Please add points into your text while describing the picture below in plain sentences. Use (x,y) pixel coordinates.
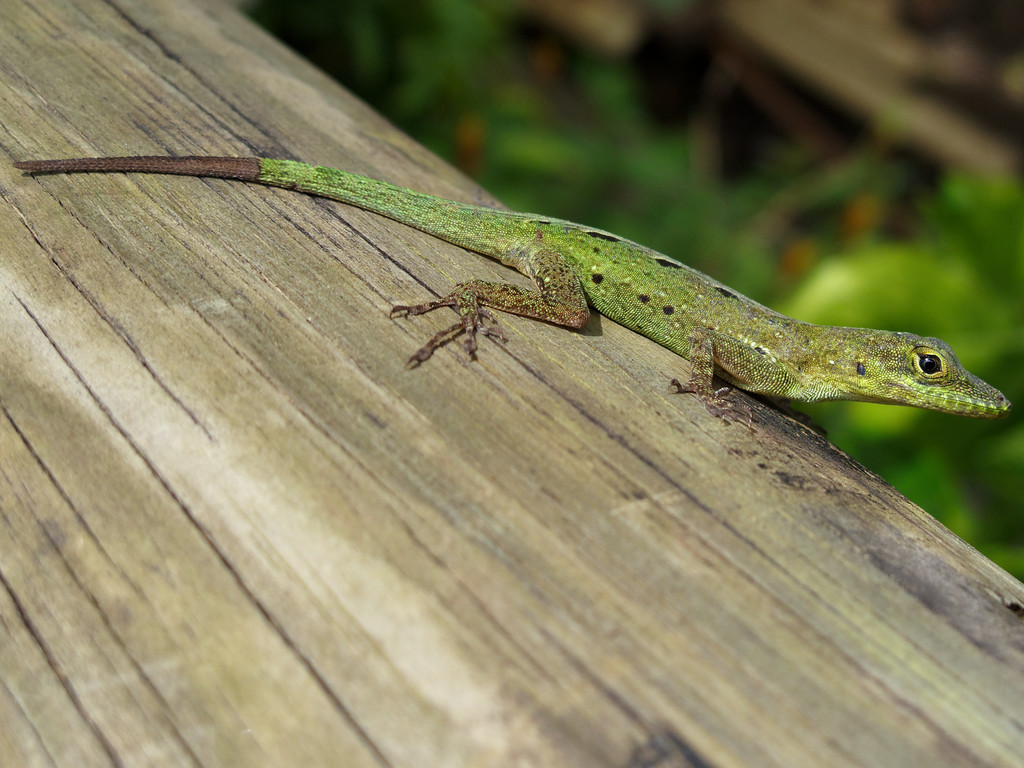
In this image I can see a lizard (847,374) on the wood (607,558). In the background (884,289) I can see plants (848,282). This image is taken may be during a day.
